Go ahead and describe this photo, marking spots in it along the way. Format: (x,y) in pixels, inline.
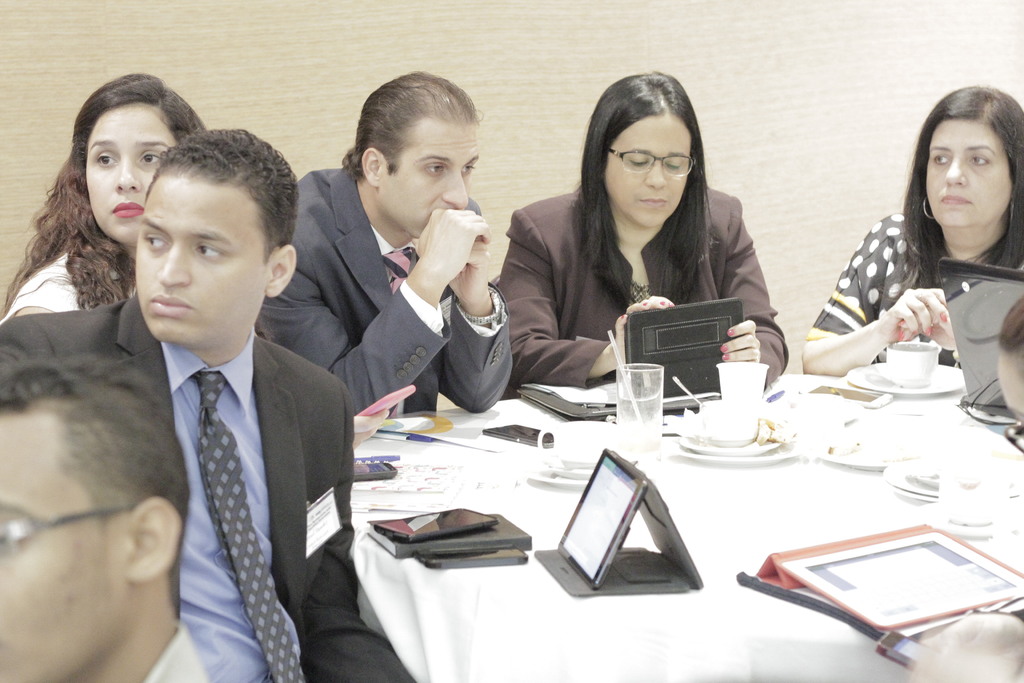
In this image we can see people (678,262) sitting around the table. There are tablets (594,499), mobile phones (459,533), glasses (641,390), papers (453,476), laptop (966,368) and cups (922,369) on the table (900,415). In the background (857,128) there is a wall (711,103).
